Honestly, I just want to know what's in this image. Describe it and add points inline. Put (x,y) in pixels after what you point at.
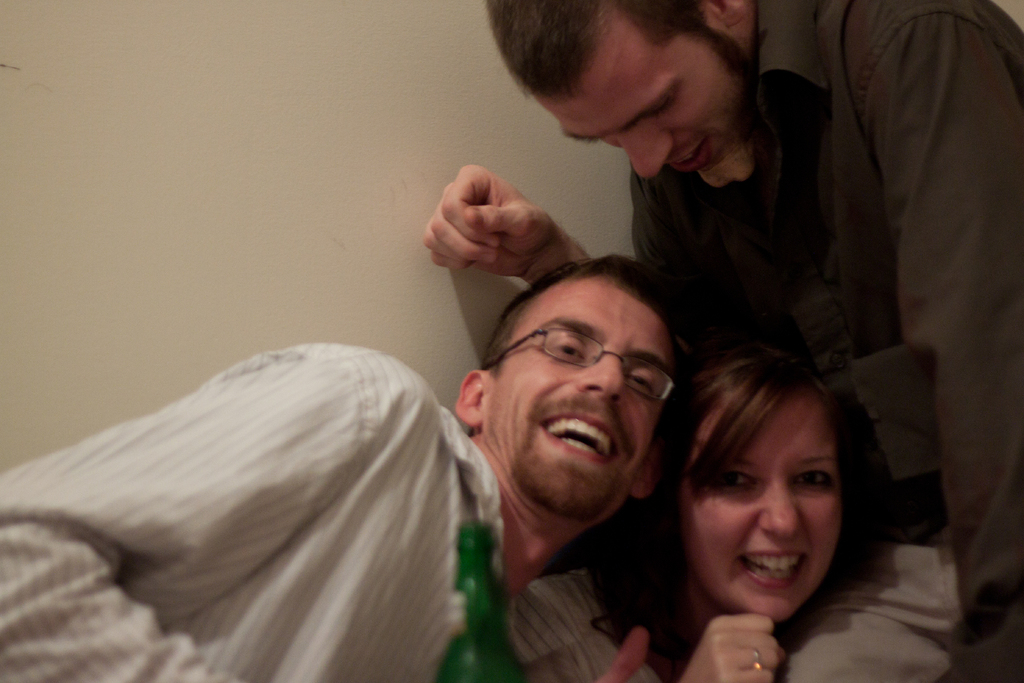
In the picture there are three people (581,349), three of them are laughing. There is a bottle (487,612) in front of the first person (309,593). In the background (246,252) there is a wall (168,376).
